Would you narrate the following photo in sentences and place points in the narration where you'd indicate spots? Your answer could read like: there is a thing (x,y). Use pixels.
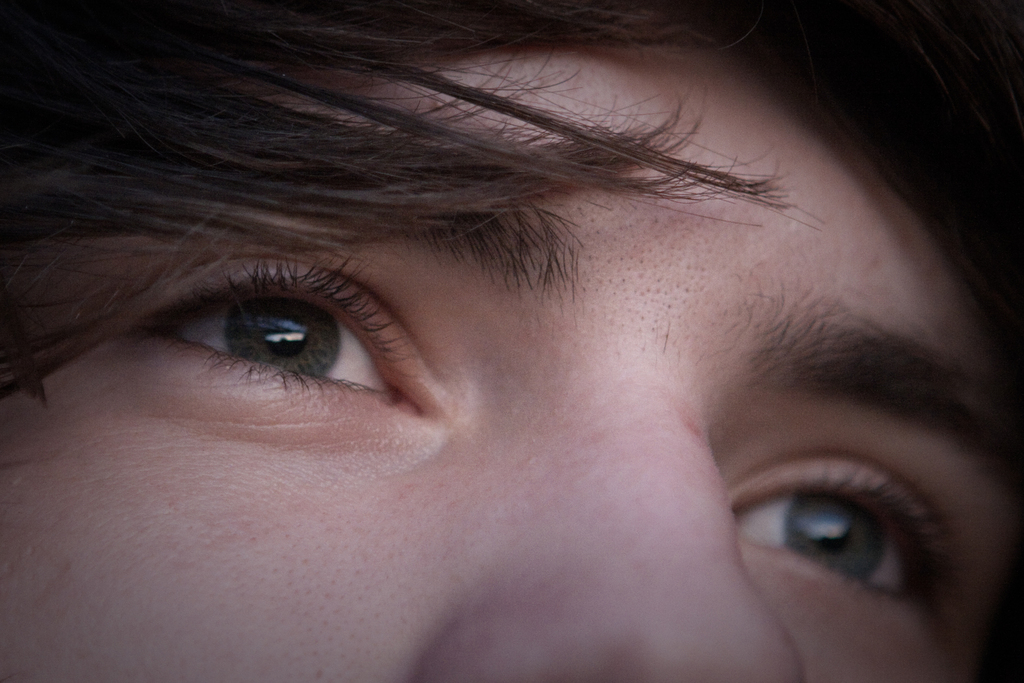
In this image I can see human eyes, hair (529,207) and the nose (662,622).
